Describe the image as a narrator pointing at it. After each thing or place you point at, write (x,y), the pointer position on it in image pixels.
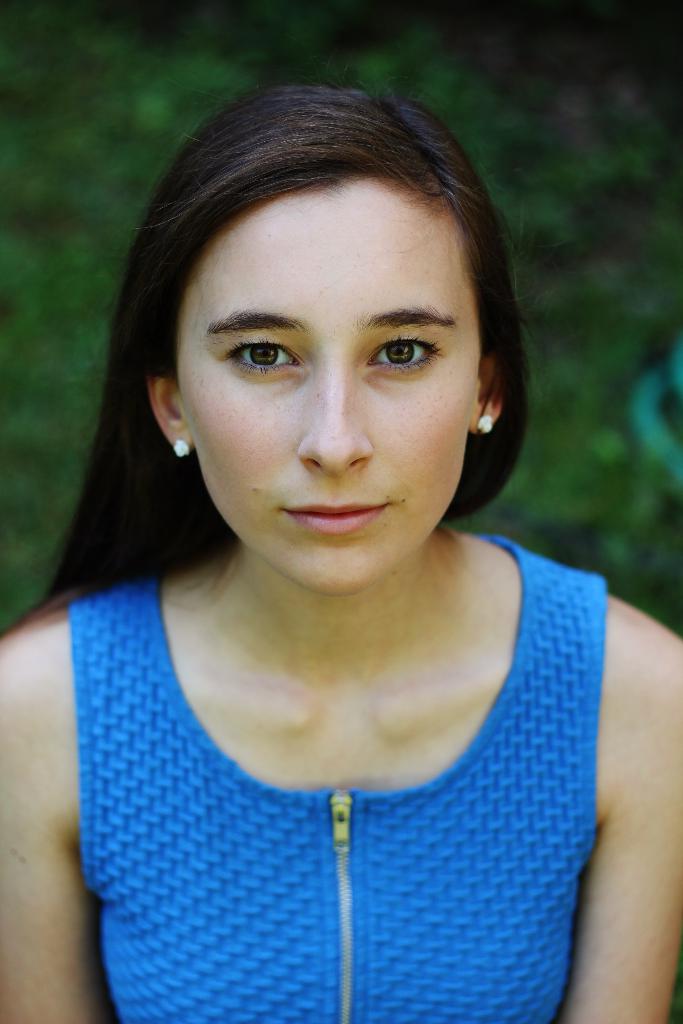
In this image I can see a woman (389,807) wearing blue color dress (453,808). Background (587,462) is in green and black color.
